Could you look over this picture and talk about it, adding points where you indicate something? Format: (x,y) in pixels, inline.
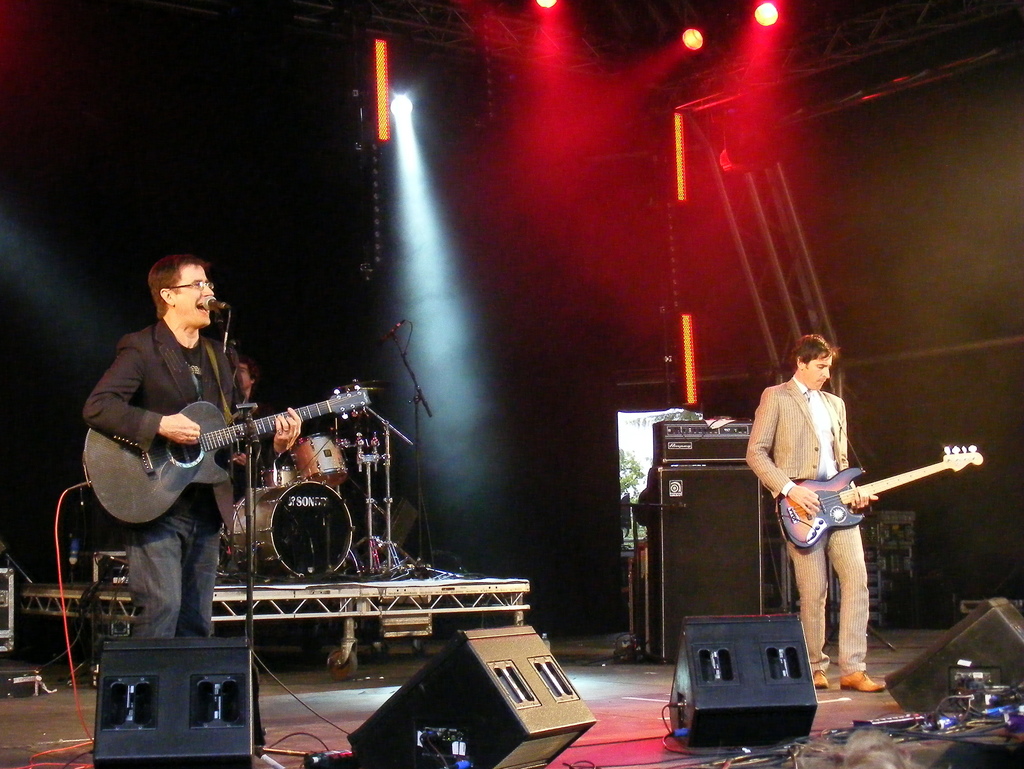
This picture is clicked in musical concert. The man (150,352) on the left corner of the picture (104,482) wearing black blazer (149,379) is playing guitar (204,484) and singing on microphone (214,301). The man (848,648) on the right corner of the picture (761,479), wearing cream color blazer (789,418) is playing guitar (801,509). Behind him, we see speakers (668,514) and the musical drums (316,545).
